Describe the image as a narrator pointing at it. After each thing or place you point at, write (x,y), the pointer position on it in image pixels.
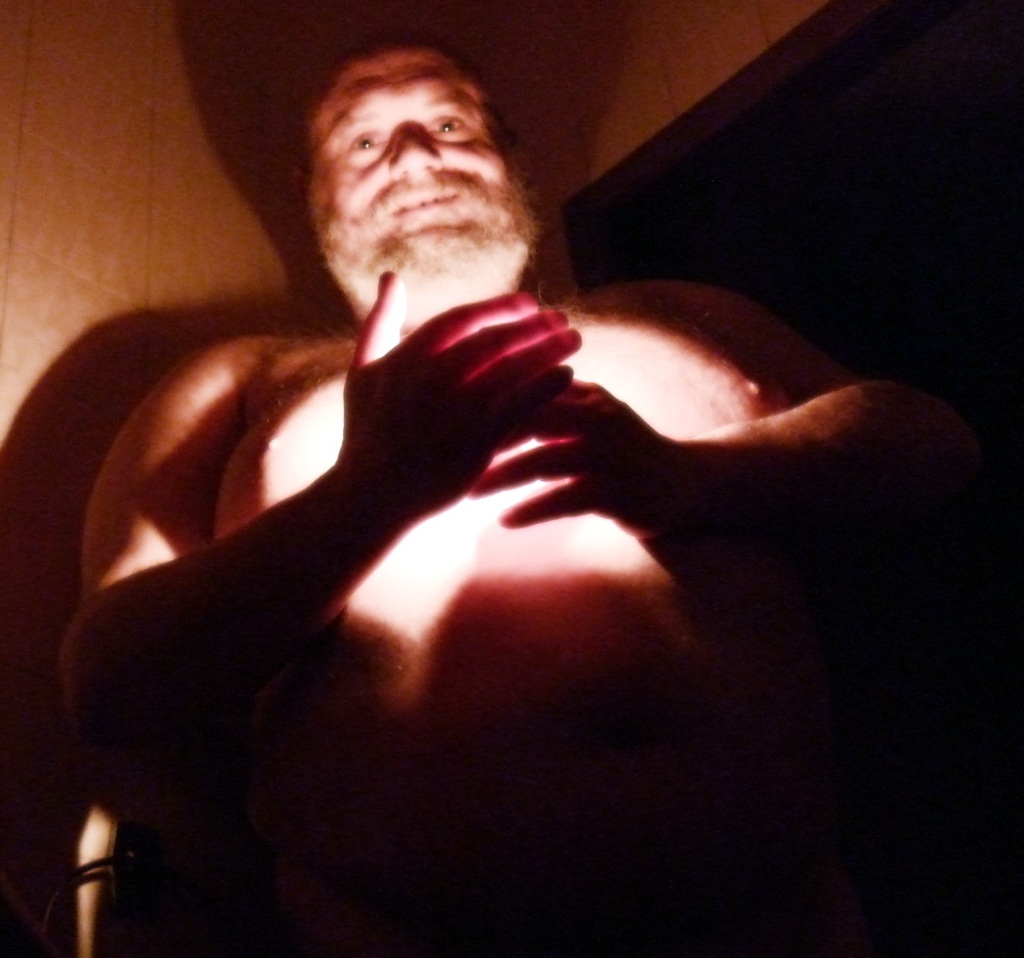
In this picture I can see a man (461,943) standing, and in the background (93,342) there is a wall (64,293).
